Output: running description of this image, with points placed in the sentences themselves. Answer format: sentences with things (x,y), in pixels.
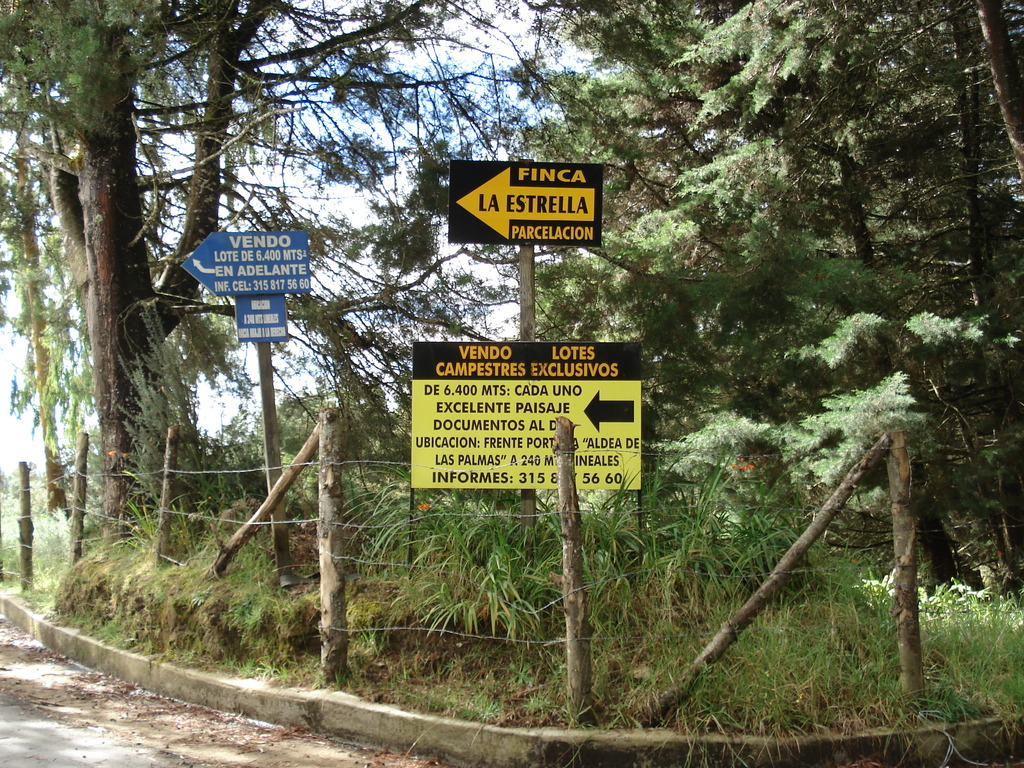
In this image I can see trees (882,187) on a road (190,733) with fencing (477,515) and some sign boards (277,282).
